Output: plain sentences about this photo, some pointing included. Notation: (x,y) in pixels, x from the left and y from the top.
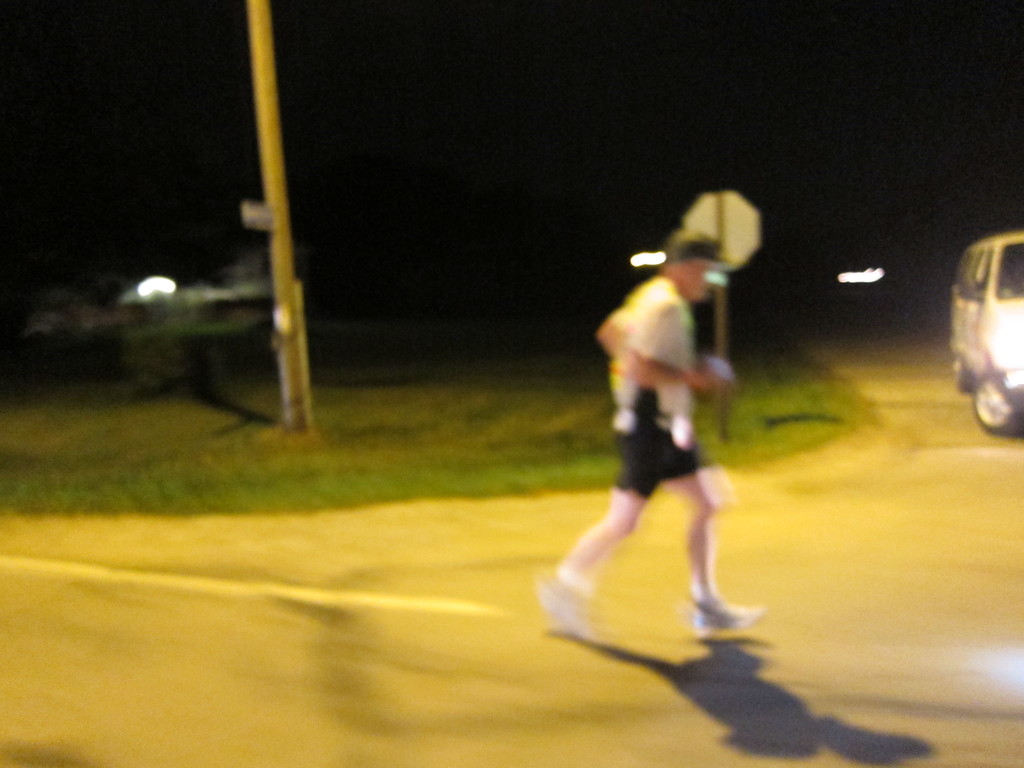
In this image we can see a person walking on the road (452,598). In the background (321,469) we can see pole (292,339), grass (404,453), sign board (724,243), road (928,461) and motor vehicle (984,363).
